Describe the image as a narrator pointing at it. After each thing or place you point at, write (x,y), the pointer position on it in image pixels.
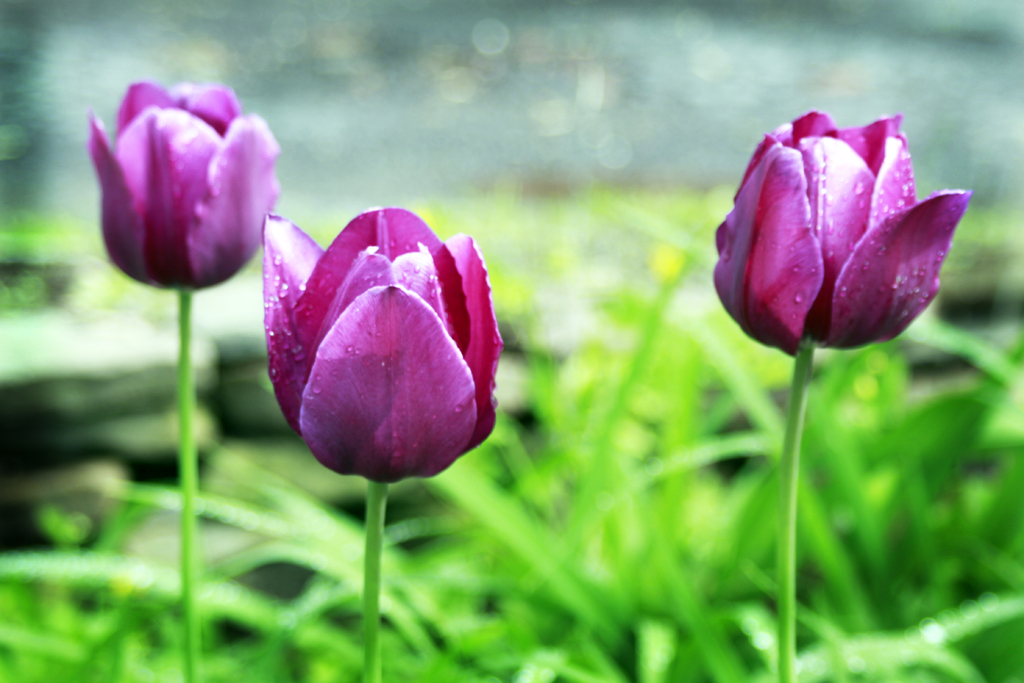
In this image I can see 3 flowers (225,221), which are of pink in color and in the background (680,394) I can see the grass (899,596), which is totally blurred.
